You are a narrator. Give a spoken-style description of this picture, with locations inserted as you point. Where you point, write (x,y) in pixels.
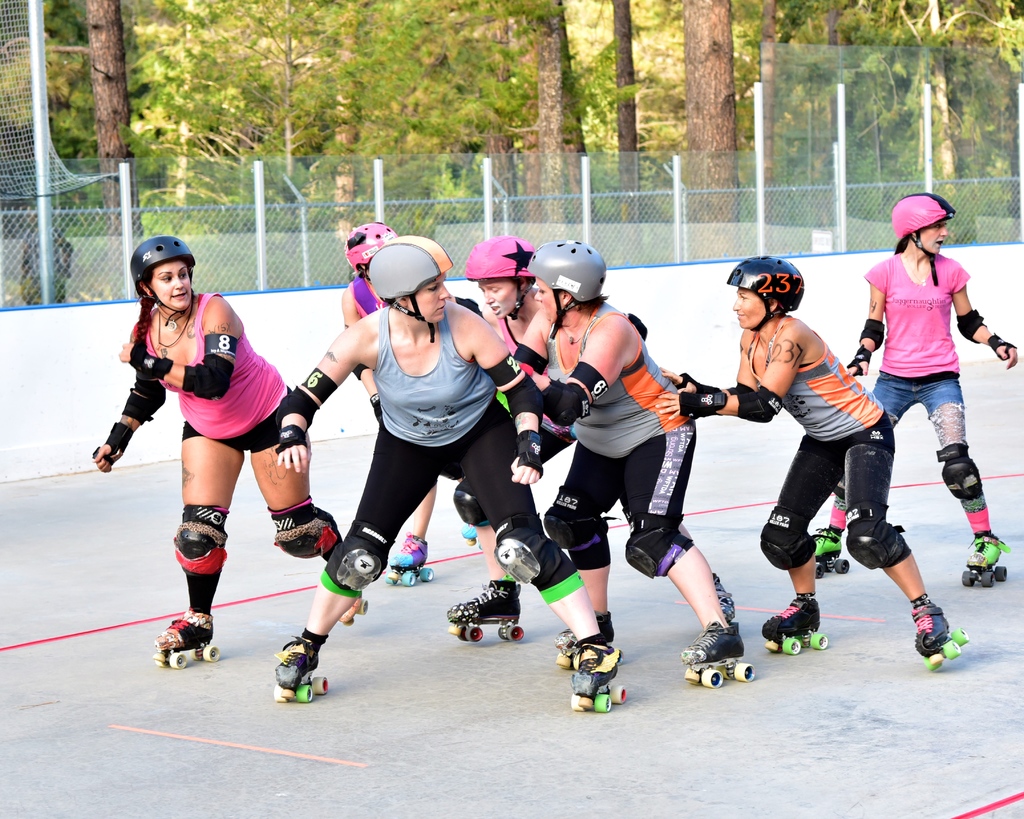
In this picture there are group of people (543,361) skating. At the back (711,218) there is a fence (711,218) and there are trees (737,88). At the bottom (517,732) there is a floor (950,668).
